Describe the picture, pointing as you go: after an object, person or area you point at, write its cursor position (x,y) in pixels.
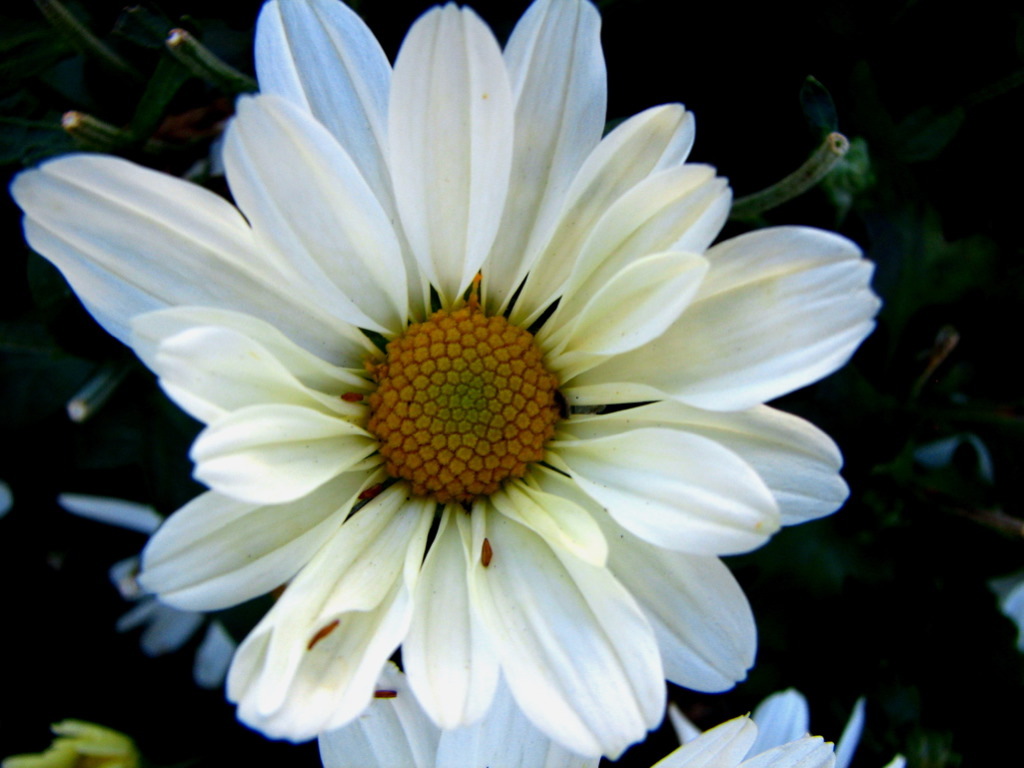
In this image, there is a white color flower (156,320) and there are some green color leaves (788,640).
